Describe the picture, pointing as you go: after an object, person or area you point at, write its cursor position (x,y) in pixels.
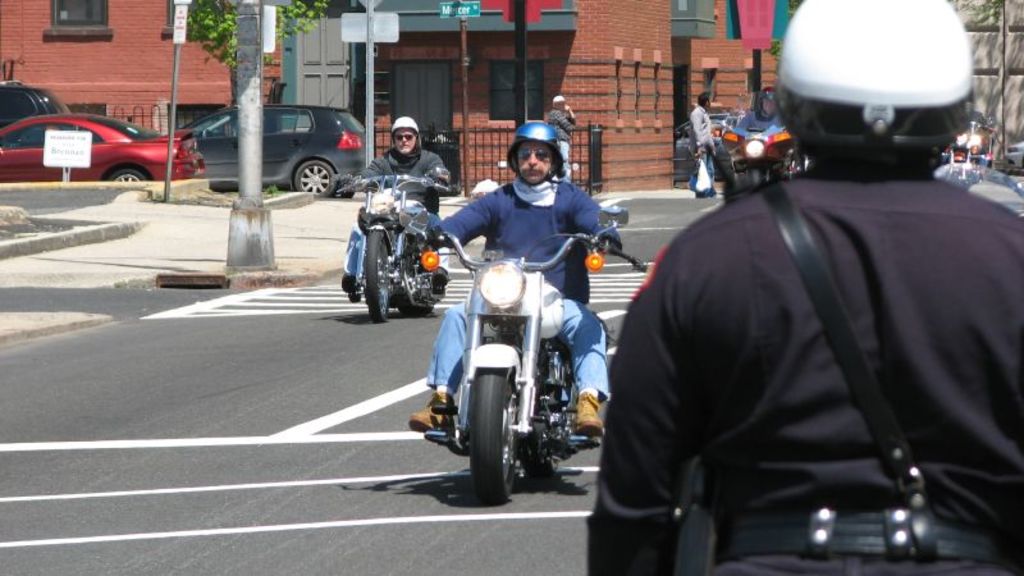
There are three people (588,204) wearing helmet (524,140) and riding motorbike (495,328). Here is a person (865,389) standing. These are the cars (108,123). This looks like a pole (248,82). This is a building (538,63) with windows (491,74). This is a tree (289,12). I can see two people (573,120) standing here. Here is a board (76,148). This looks like a wall (994,73).
